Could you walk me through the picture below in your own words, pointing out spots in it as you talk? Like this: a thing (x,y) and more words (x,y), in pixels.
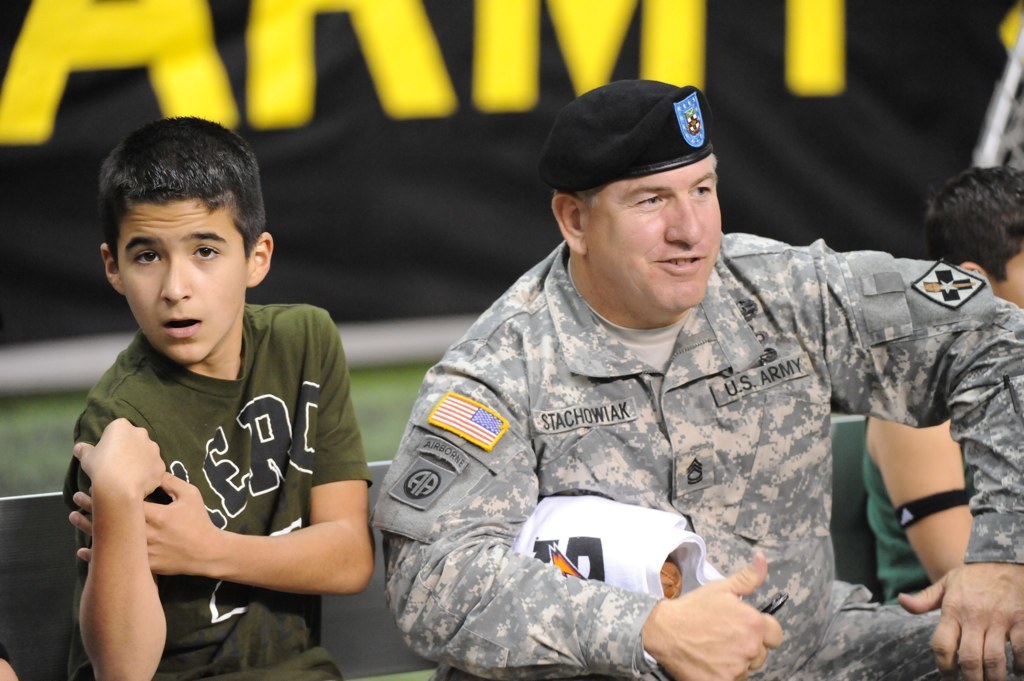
In the center of the image (531,325) there is a boy (300,472) and man (609,597) sitting on the bench (386,642). In the background (99,158) there is an advertisement (15,280).
